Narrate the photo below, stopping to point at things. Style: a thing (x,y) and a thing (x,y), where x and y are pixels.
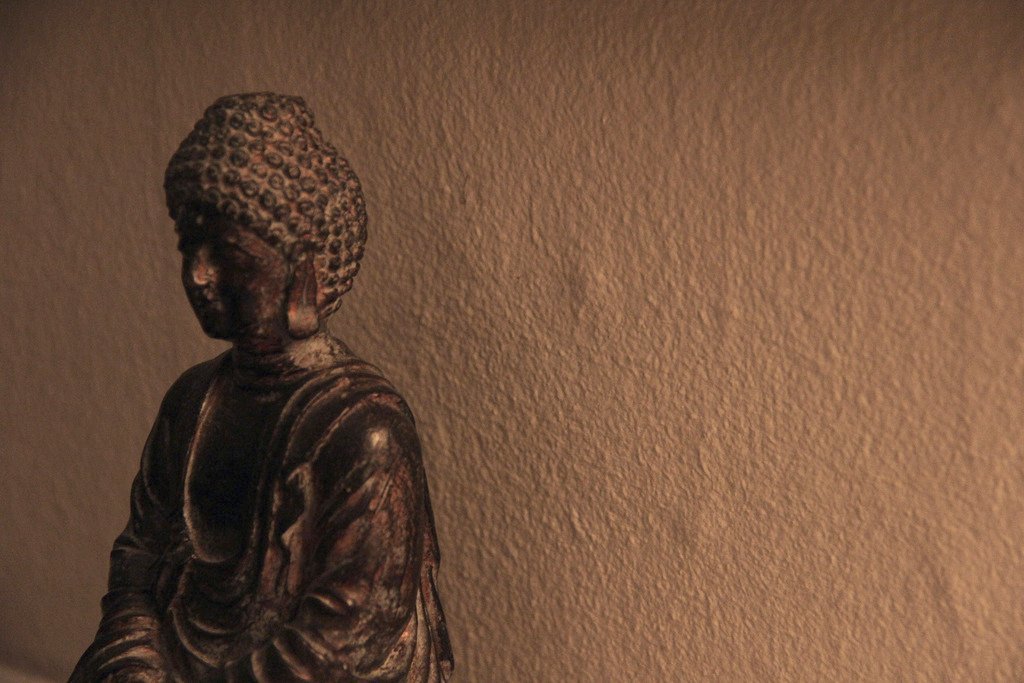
On the left side of the image (262,396), we can see a buddha sculpture (238,486). In the background (20,444), there is a wall (708,432).
